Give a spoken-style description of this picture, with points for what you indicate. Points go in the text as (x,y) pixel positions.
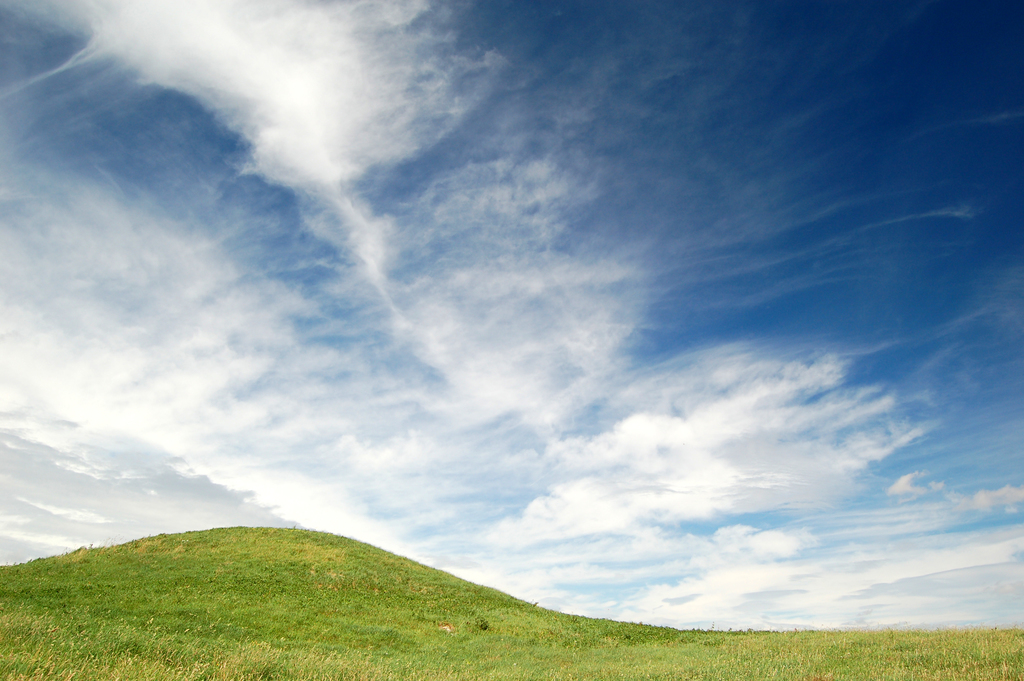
In this image we can see grass (282,624). In the background (675,19) there is sky (595,372) with clouds (708,452).
